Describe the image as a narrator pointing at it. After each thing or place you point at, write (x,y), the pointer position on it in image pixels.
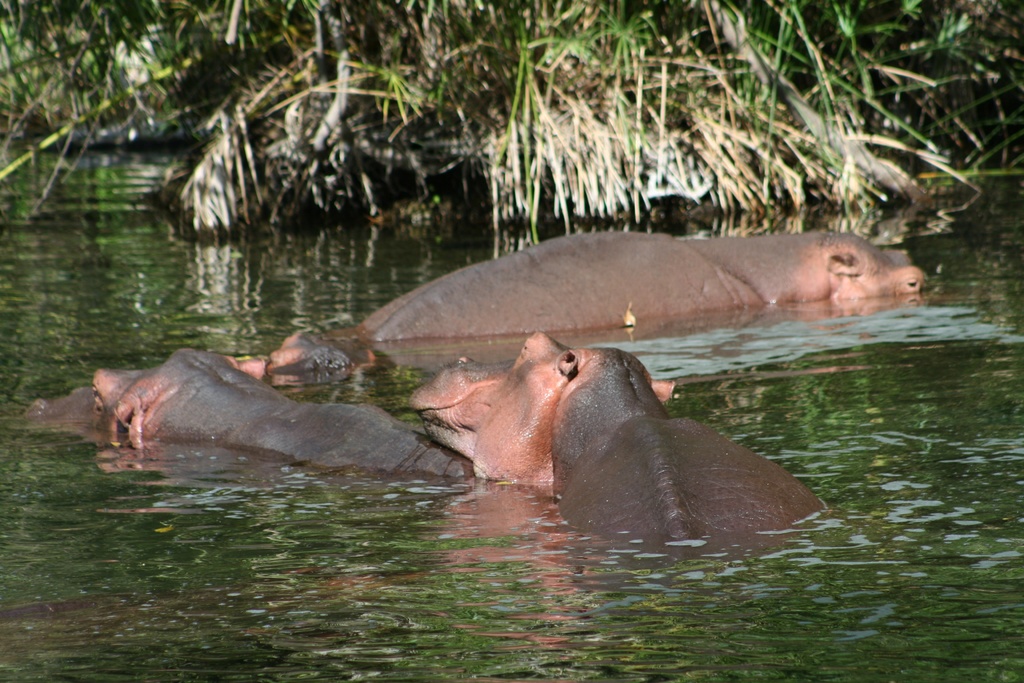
In this image we can see hippopotamuses (450,329) in the water (596,567). In the back (353,100) there are plants (652,128).
